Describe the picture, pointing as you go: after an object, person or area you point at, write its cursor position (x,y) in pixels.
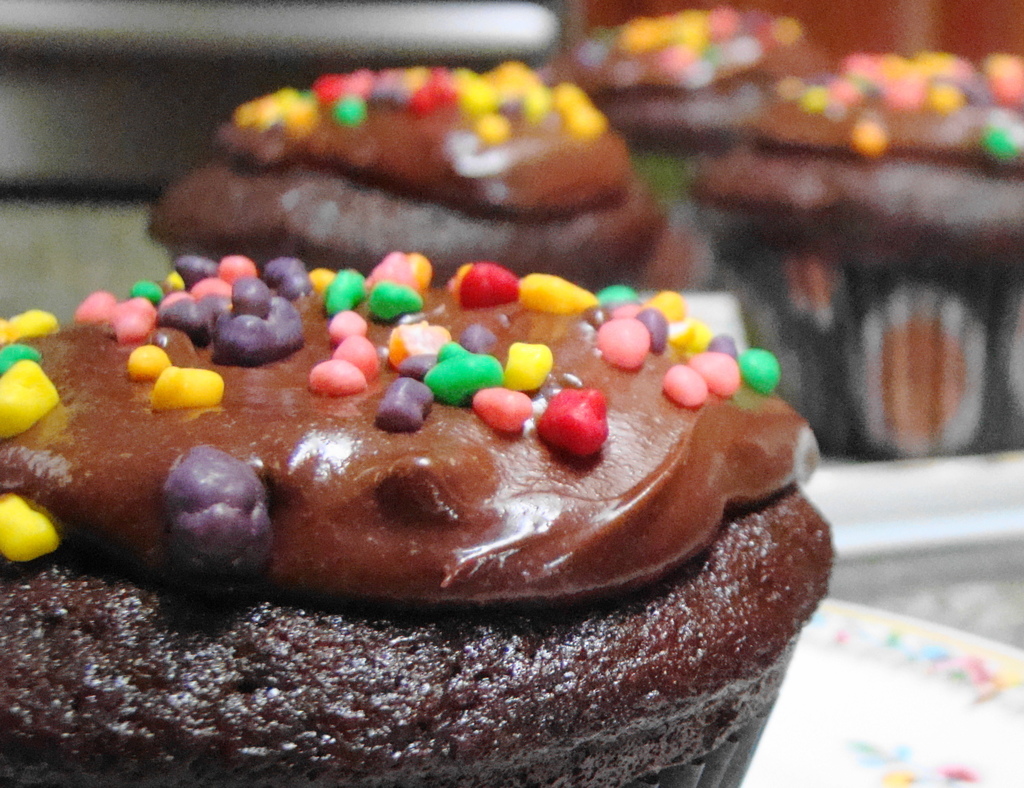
In this image we can see cupcakes (505,568) placed on the table (857,580).
